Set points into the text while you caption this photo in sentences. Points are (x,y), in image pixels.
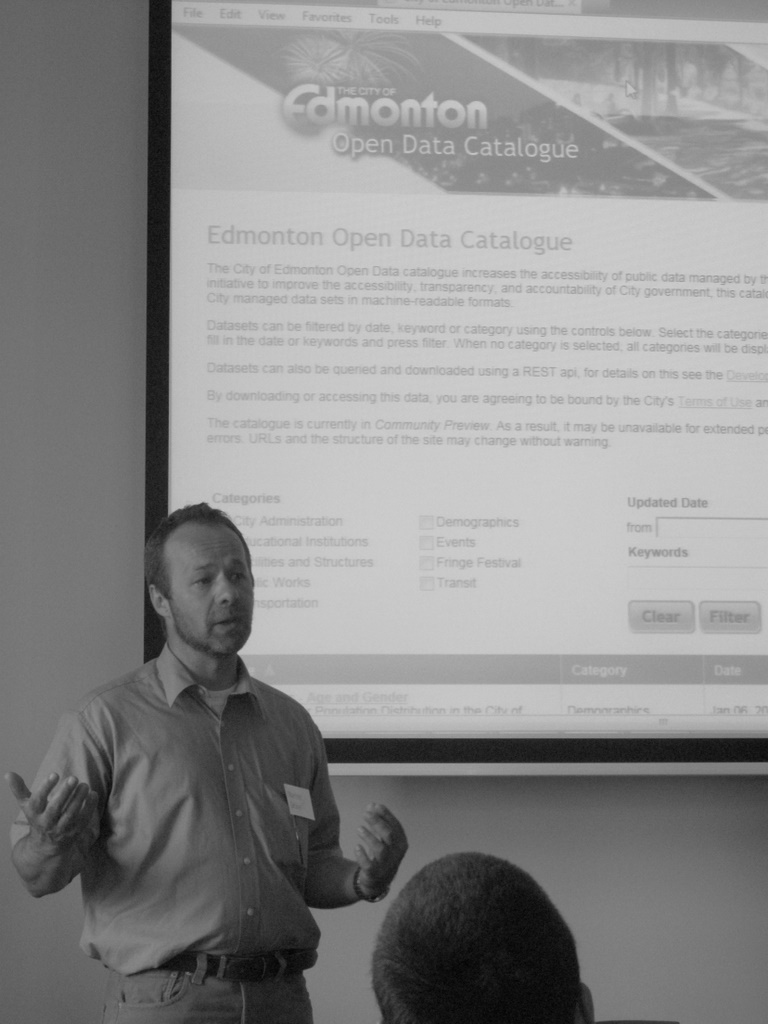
This is a black and white image. In the foreground of the picture (210,770) there is a man (197,779) saying something. In the center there is a person's head (456,902). In the background (481,231) there is screen (368,246) and a wall (59,673).
